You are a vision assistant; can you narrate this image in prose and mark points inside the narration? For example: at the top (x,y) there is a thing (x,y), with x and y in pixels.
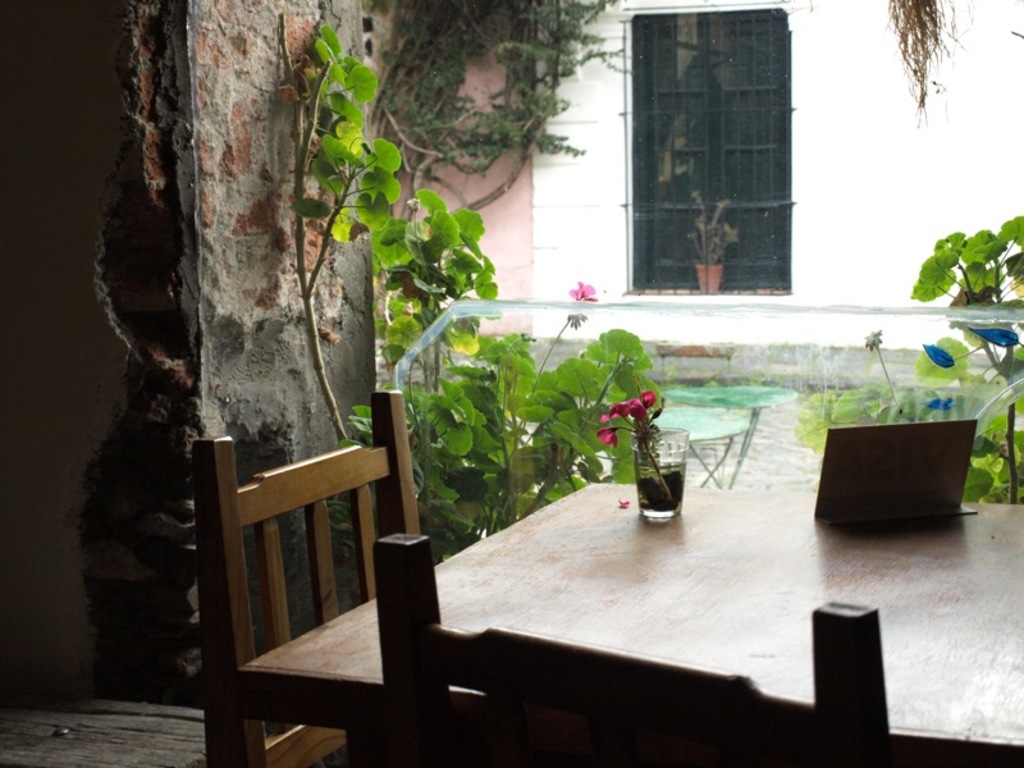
In this image in front (809,579) there is a table (678,558) and on top of the table (719,496) there is a glass (643,443) with the flowers (651,426) in it. There is a card (870,477). There are chairs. There are plants (588,379). In the background of the image (877,233) there is a wall (902,179). There is a window (732,178).
